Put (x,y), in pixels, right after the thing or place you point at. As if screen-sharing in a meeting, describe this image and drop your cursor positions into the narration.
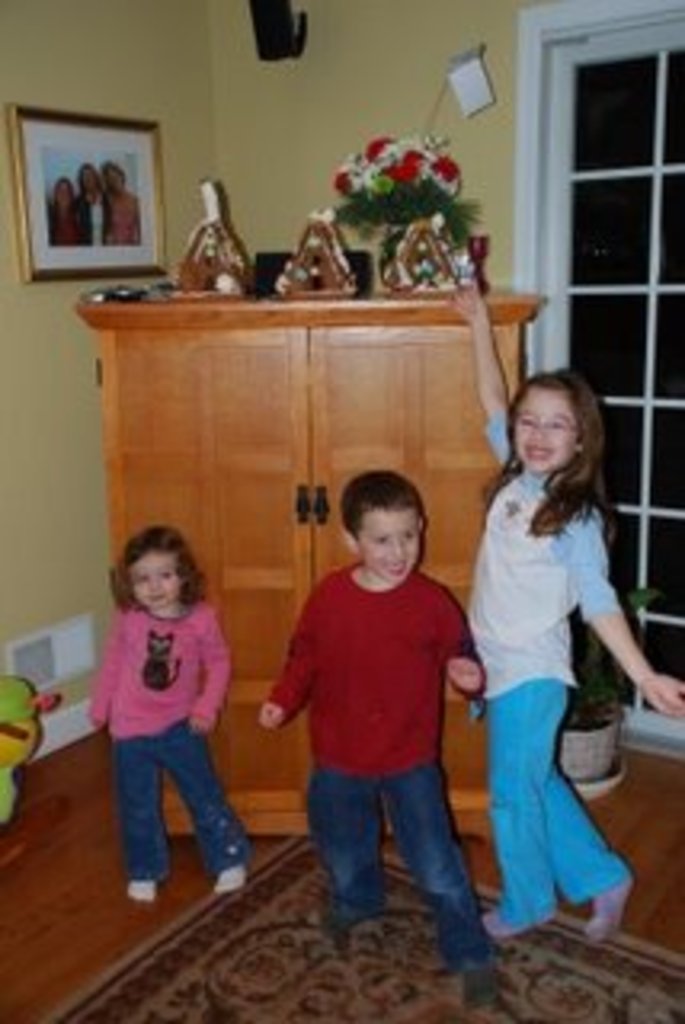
This picture is clicked inside the room (286,750). In the foreground (190,590) we can see the children (504,556) wearing t-shirts (494,626) and seems to be playing and we can see the floor carpet (298,906) and some other items (11,697) and we can see a wooden cabinet (349,335) on the top of which a flower vase (383,163) and some other items (406,263) are placed and there is a houseplant (601,701) placed on the ground (642,765). In the background (604,194) we can see the door (622,117), wall (436,62), a picture frame (152,150) hanging on the wall (185,28) and many other objects (482,88).
